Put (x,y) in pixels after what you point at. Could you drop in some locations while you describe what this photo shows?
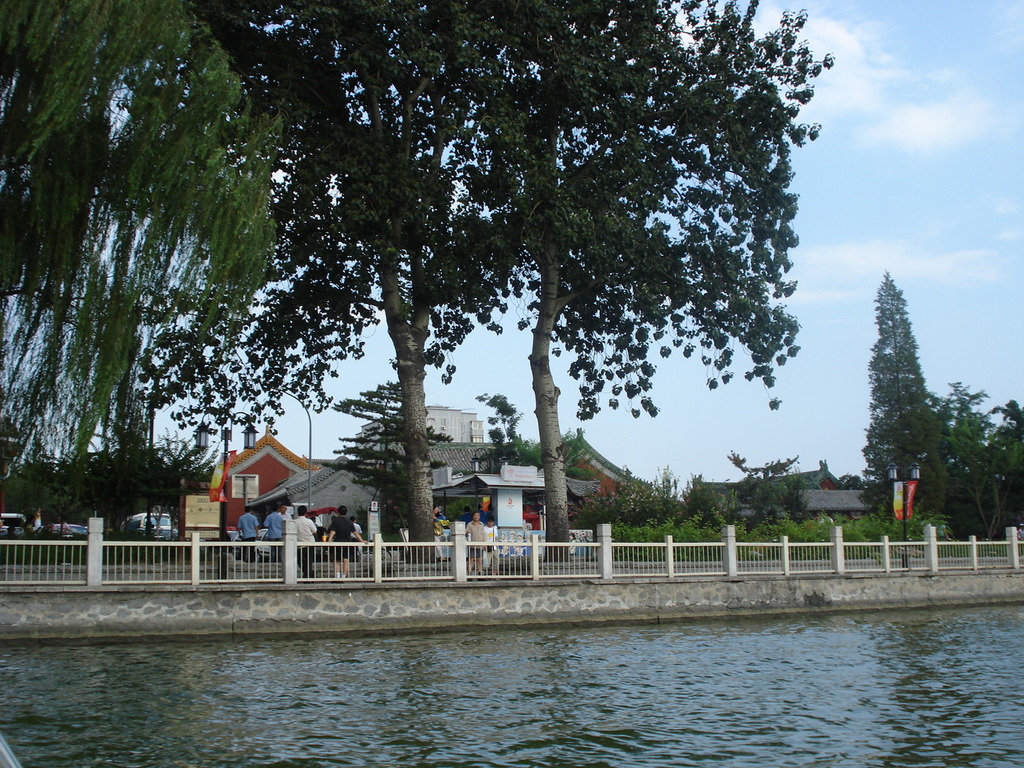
In this image, there are trees (561,506), buildings (262,484), vehicles (161,522), street lights (221,504) and a group of people (490,524). At the bottom of the image (94,682), I can see water (139,715) and iron grilles (194,569). In the background (927,312), there is the sky (823,193).
